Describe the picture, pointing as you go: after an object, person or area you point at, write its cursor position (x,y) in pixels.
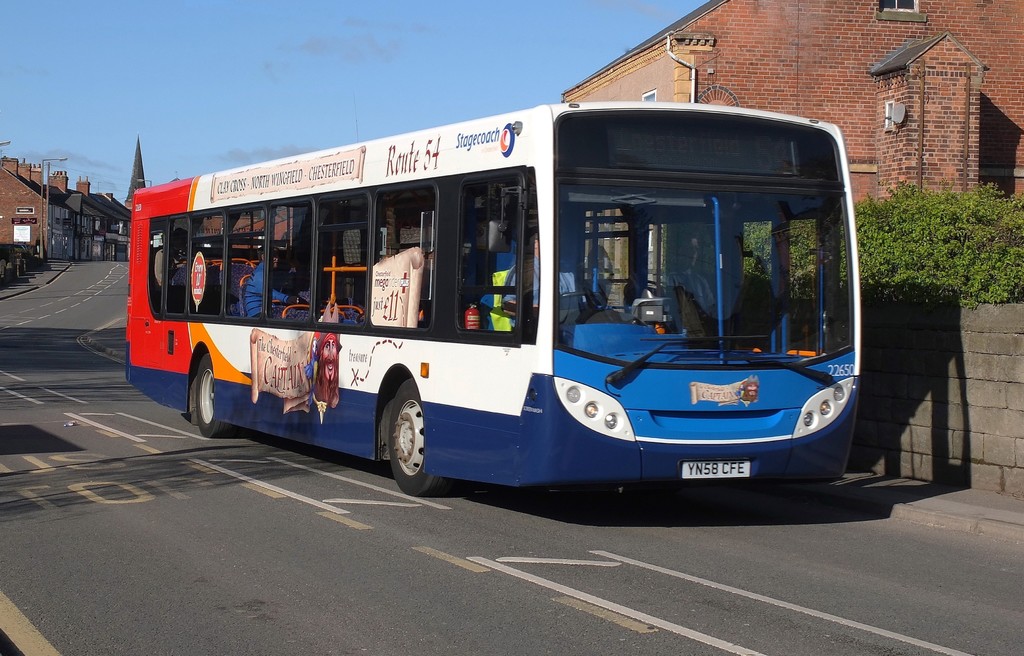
In the center of the image (662,399) we can see a man (509,304) is driving a bus (458,347) and also we can see some people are sitting in the bus (342,207). In the background of the image (948,40) we can see the buildings (64,177), poles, lights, pipes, tower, plants (958,274), wall (976,400) and road (230,556). At the top of the image (479,44) we can see the sky (424,43).
